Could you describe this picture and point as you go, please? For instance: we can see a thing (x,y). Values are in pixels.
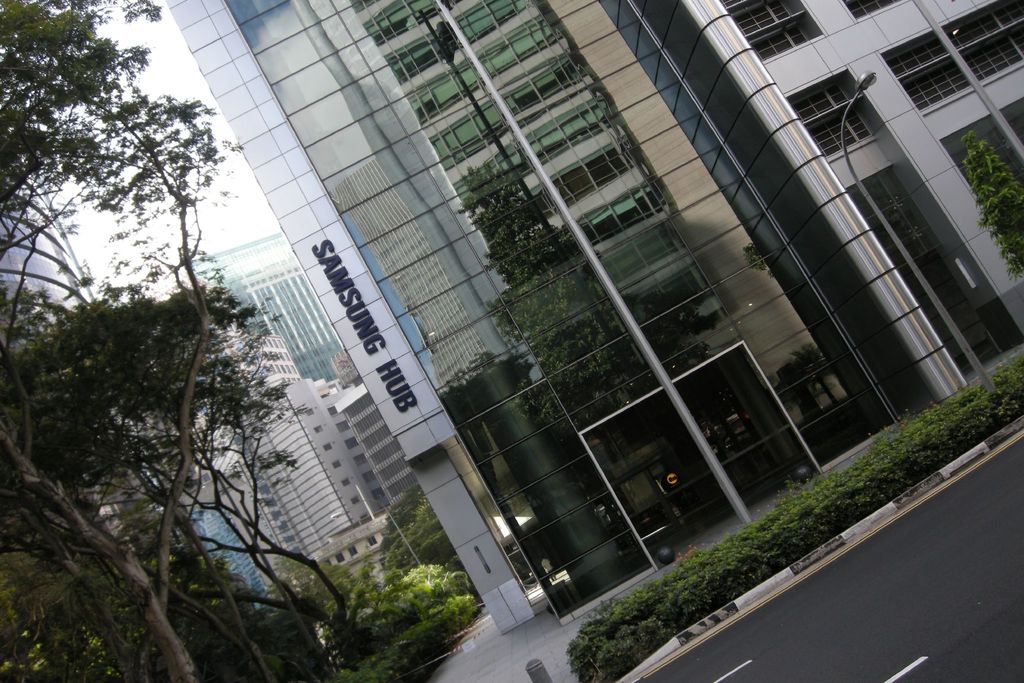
In this image I can see a road (928,554) in the front (956,574). in the background (695,497) I can see few plants (850,489), number of trees (275,613) and number of buildings (485,358). I can also see few poles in the centre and I can also see something is written on the building (312,282).
